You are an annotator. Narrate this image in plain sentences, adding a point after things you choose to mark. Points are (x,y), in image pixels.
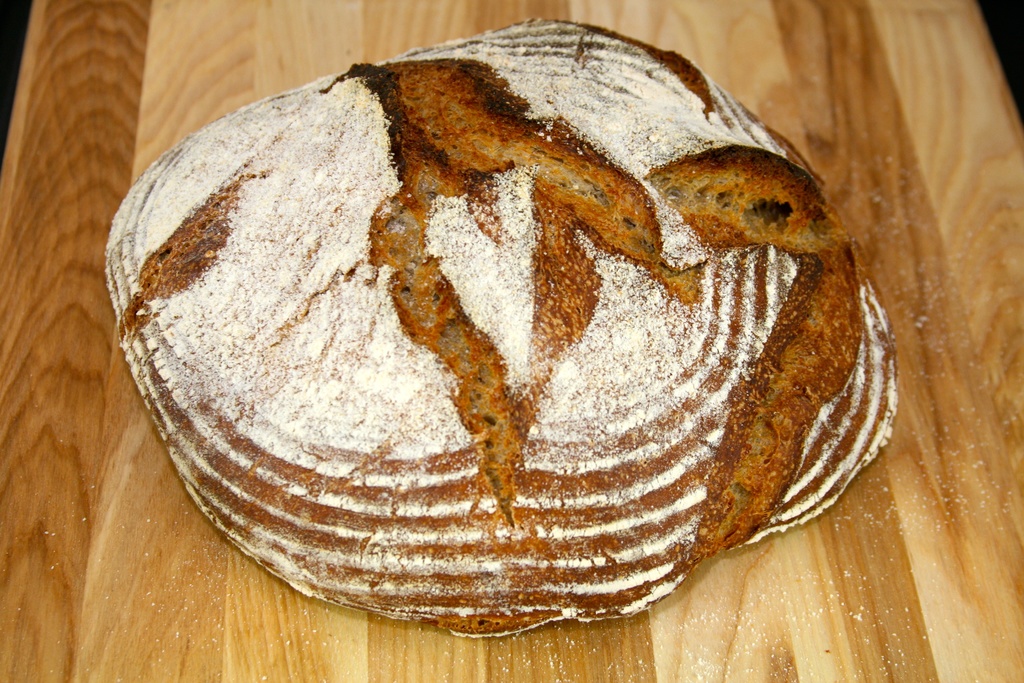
On this wooden surface (953,131) we can see a food (605,395).
